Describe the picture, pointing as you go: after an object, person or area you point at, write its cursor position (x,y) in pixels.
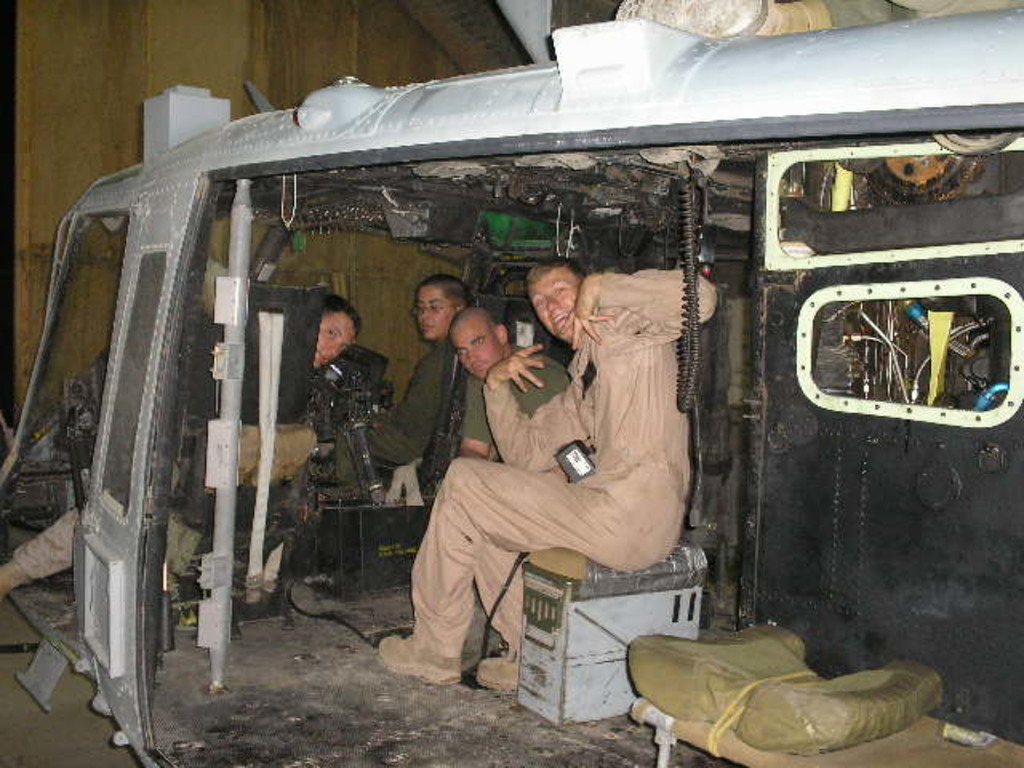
In this picture I can see the persons (486,412) who are sitting on seats (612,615) and boxes (570,611). In the bottom right (823,718) I can see some plastic covers (789,683) on the bed (749,752). At the top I can see the roof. They are sitting inside the helicopter (802,500).
